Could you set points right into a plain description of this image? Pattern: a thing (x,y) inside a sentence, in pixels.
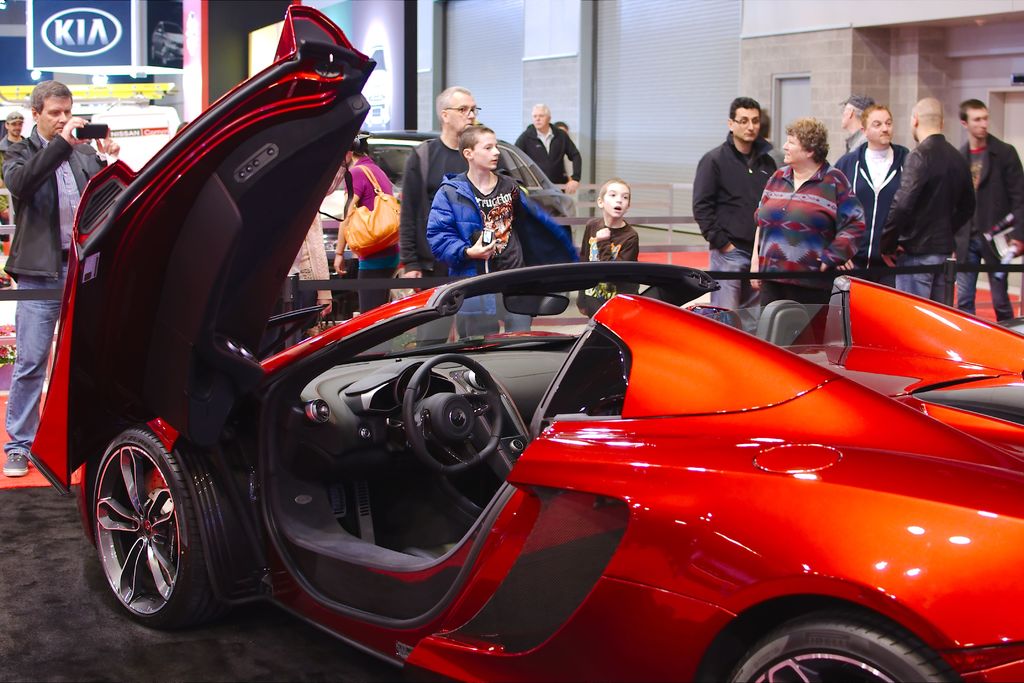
Here, we can see a car (338,484), the door (220,362) of the car (233,316) is open, we can see a black color steering wheel (408,407), there are some people (939,209) standing, at the left side (40,251) there is a man (29,264) standing and he is taking a picture, we can see a KIA sign board (113,65).
